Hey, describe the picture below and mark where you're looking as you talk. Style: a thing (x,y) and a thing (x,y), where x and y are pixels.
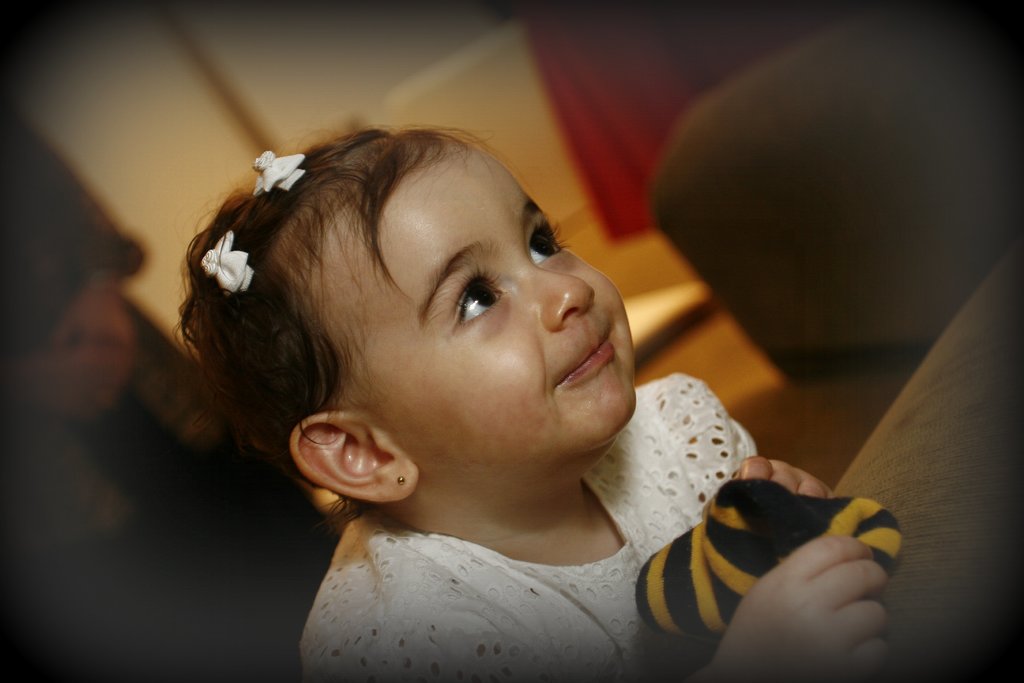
In the picture I can see a child (550,437) wearing a white color dress (458,670) is holding a black and yellow color socks (696,614) and smiling. The surroundings of the image are slightly blurred and which is dark.
